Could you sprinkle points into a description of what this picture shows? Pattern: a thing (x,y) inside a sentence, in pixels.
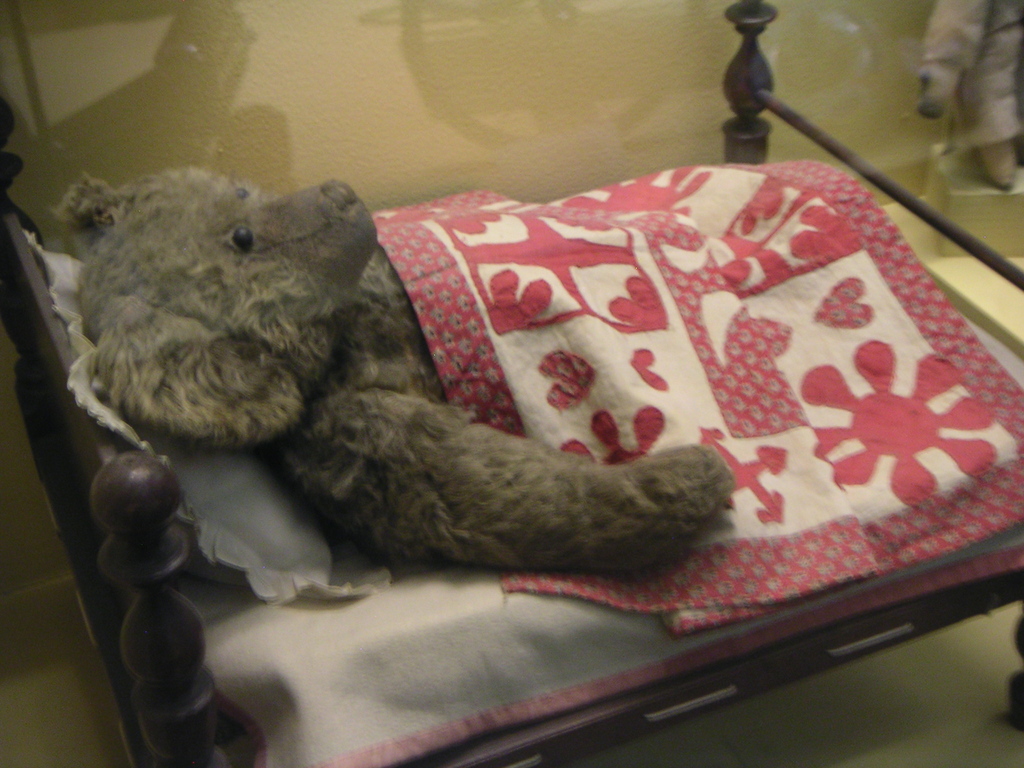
In this image we can see a teddy doll (309,330) which is wrapped by a blanket (490,314) sleeping on the small bed (43,367) and there is pillow (70,305) on the bed (225,653).
